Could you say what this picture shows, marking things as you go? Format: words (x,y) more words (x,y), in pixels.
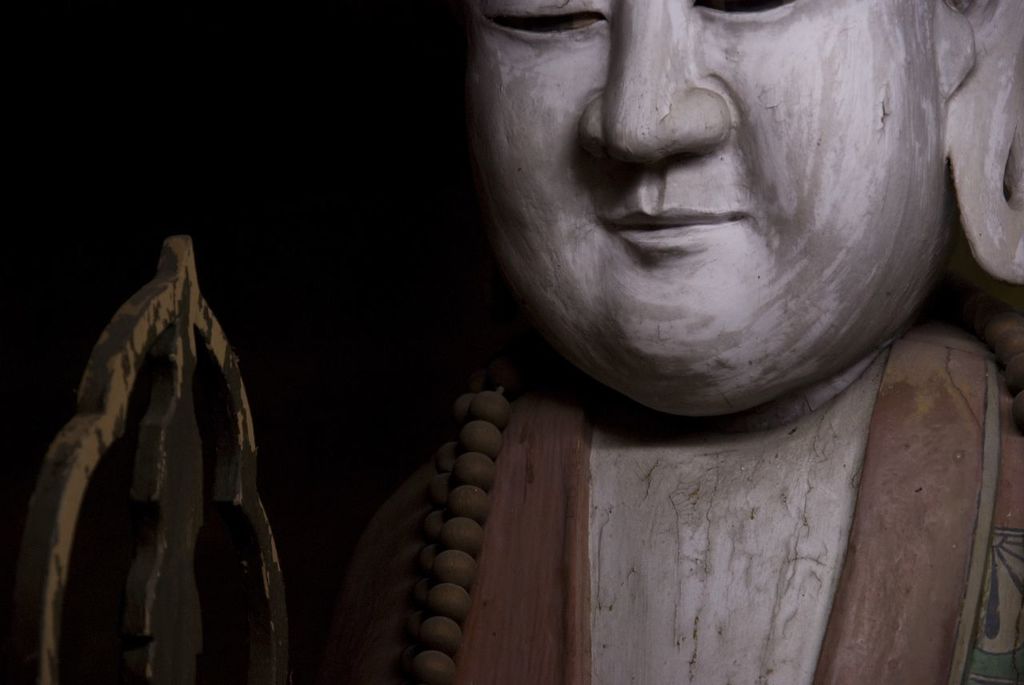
In this image we can see a statue (614,333).
